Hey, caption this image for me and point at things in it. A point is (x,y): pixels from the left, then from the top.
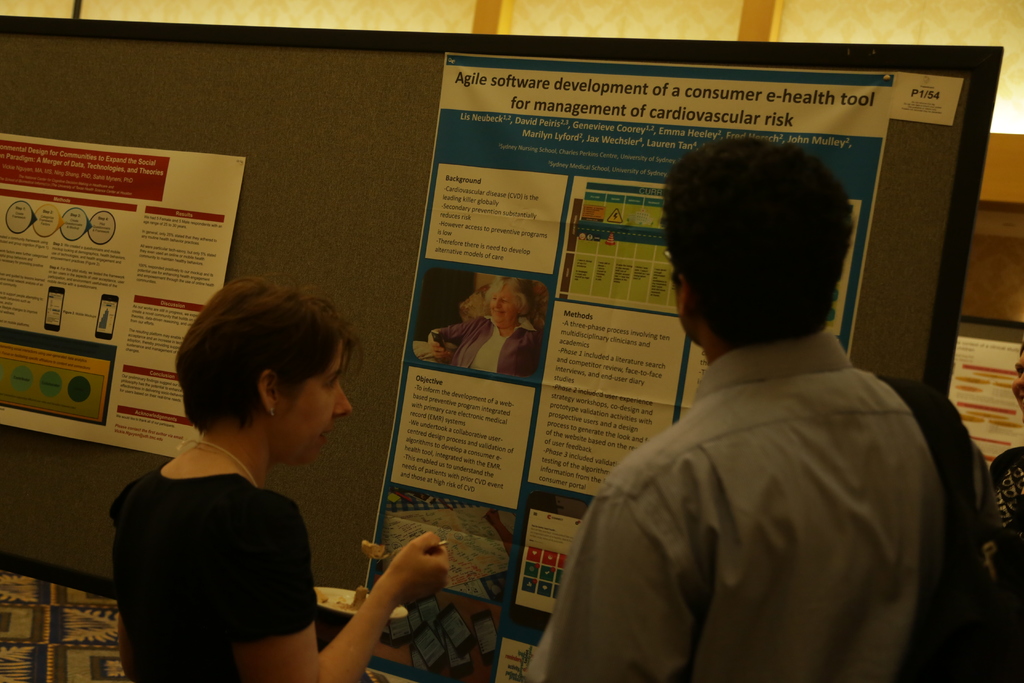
This image is taken indoors. At the bottom of the image (80,621) there is a floor (84,628). In the background (524,146) there is a board (528,164) with two posters (485,319) on it. There are a few images (455,349) and there is a text (95,266) on the posters (434,249). In the middle of the image (681,442) a man (709,376) and a woman (306,545) are standing on the floor (79,641). A woman (295,583) is holding a plate (357,598) with food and she is holding a fork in her hands (397,569). On the right side of the image (966,395) there is a poster (974,408) with a text (991,402) on it and there is a person (1014,508).
